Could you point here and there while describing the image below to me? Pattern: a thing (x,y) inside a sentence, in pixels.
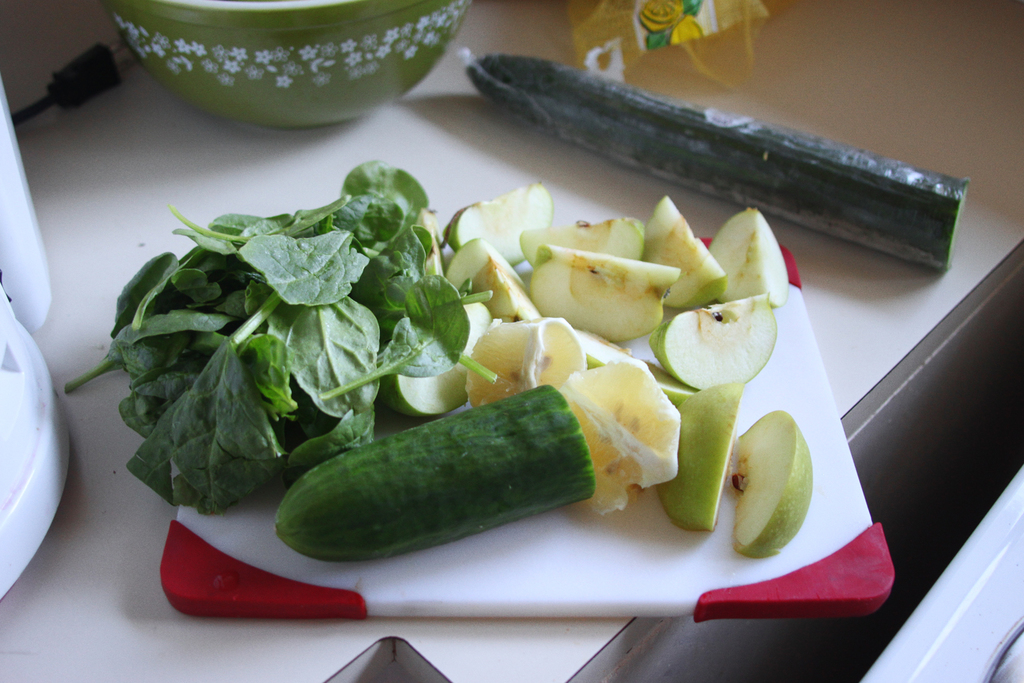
In this image there is a bowl (275,74), cutting pad (262,598), fruits (587,387), vegetables (757,121) and objects (22,258) are on the table (974,128).
